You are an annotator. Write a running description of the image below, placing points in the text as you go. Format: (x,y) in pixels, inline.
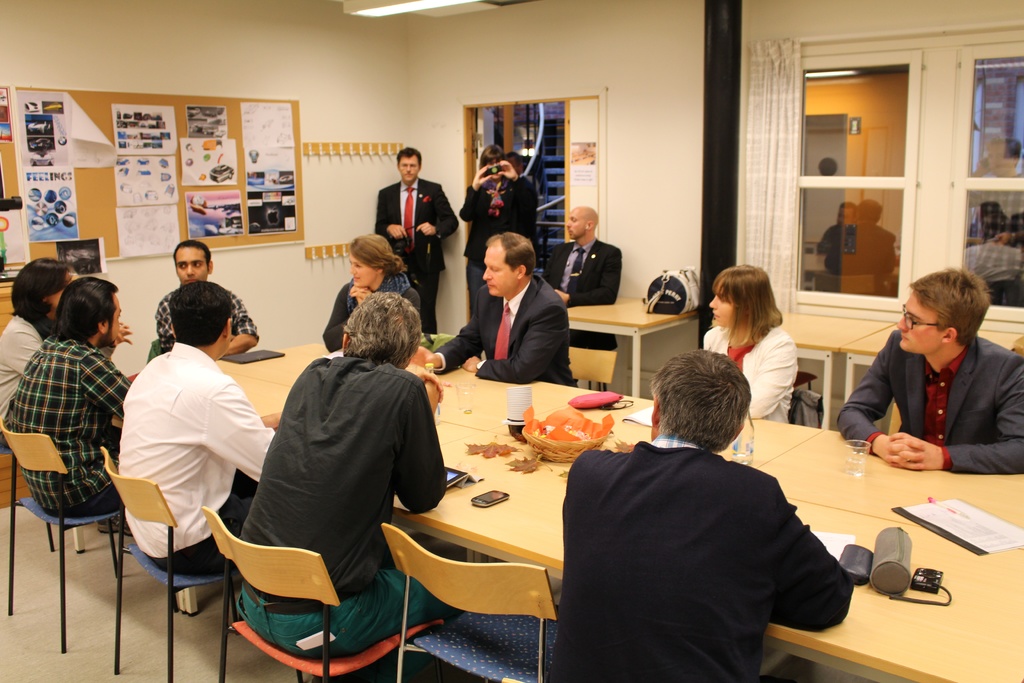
In the picture there are many person (873,412) sitting on a chair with table (975,594) in front of them on the table (998,603) there are papers (971,520) mobile phones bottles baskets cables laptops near the table (551,523) there are two person (477,174) standing one person (502,196) is taking image with the camera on the wall (334,87) there is a board (182,104) on the board (232,115) there are many papers (134,149) attached there is a curtain (791,134) near to the wall (914,9) there are lights (481,3) in the roof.
